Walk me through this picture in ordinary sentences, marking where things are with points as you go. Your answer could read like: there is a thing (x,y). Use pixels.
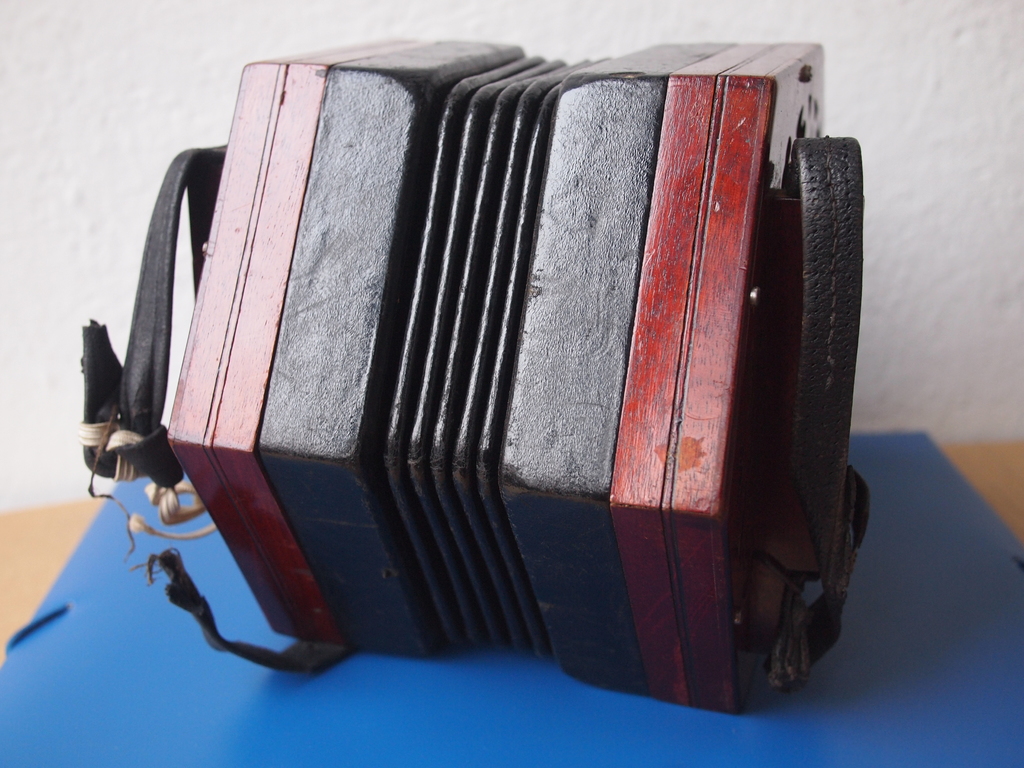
This image is taken indoors. At the bottom of the image (86,565) there is a table (26,601) with a tablecloth (924,510). In the background (927,134) there is a wall (196,70). In the middle of the image (492,307) there is a concertina (378,428) on the table (321,673).
